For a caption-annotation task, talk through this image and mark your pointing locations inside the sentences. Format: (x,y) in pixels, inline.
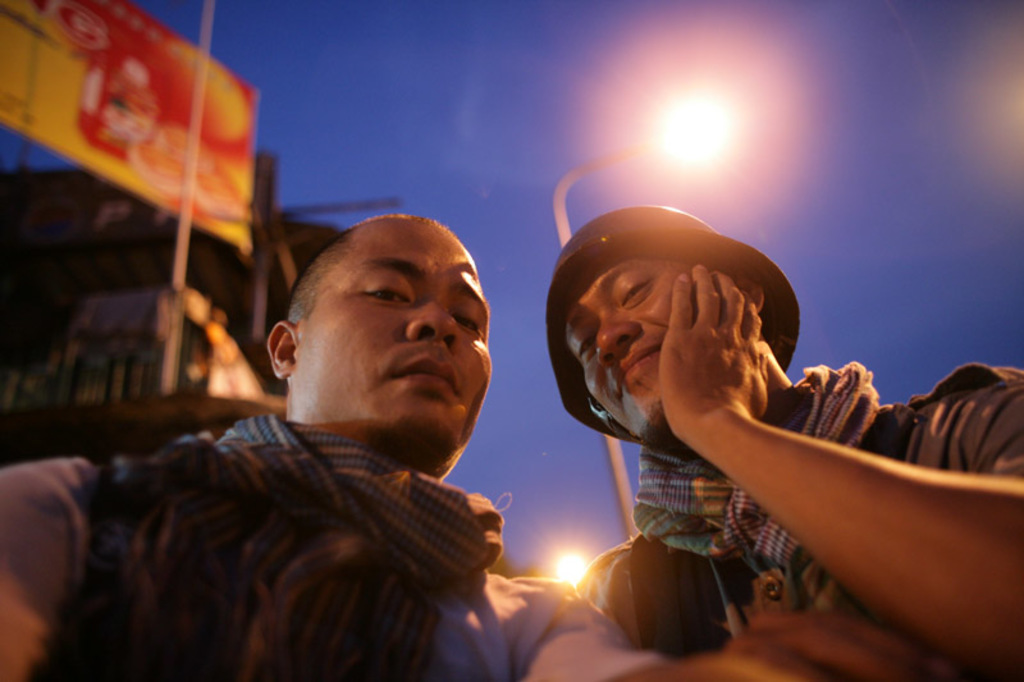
This picture shows couple of men (403,527) wore scarfs (359,577) and a cap (660,258) on his head (610,378) and we see couple of pole lights (657,149) and a building (159,234) and we see a advertisement hoarding (55,19) and a blue sky (495,181).
